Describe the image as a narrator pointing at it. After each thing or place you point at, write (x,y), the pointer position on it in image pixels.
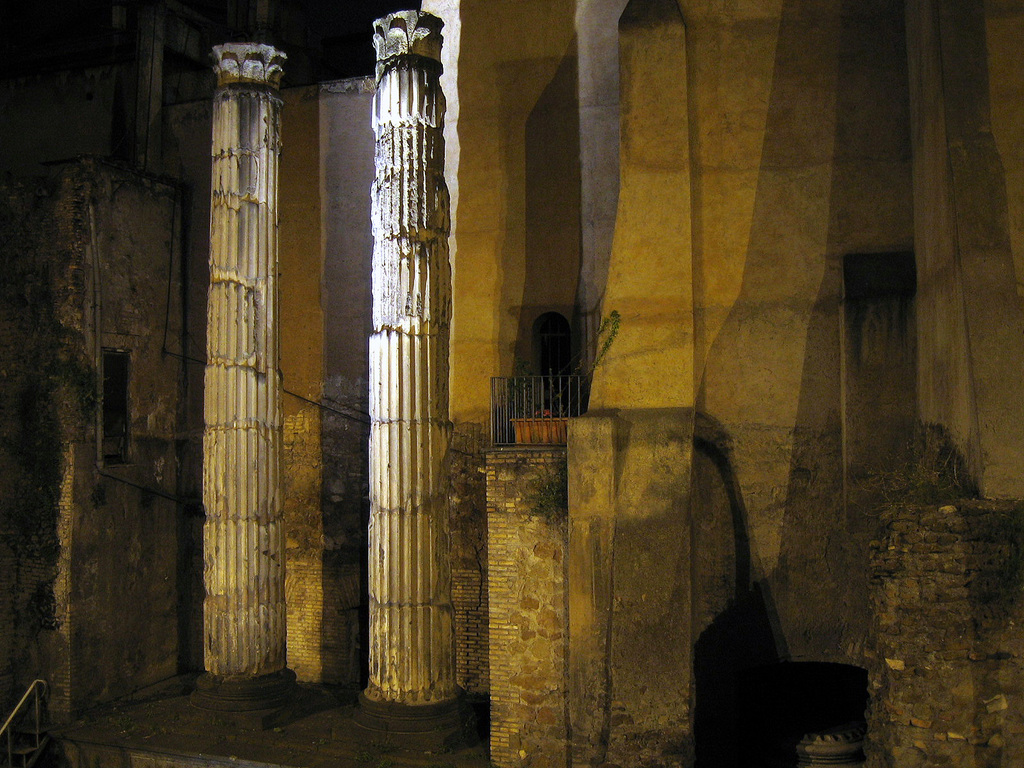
In this image there are pillars (409,196), wall (779,165), grille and plant pot (553,431).
